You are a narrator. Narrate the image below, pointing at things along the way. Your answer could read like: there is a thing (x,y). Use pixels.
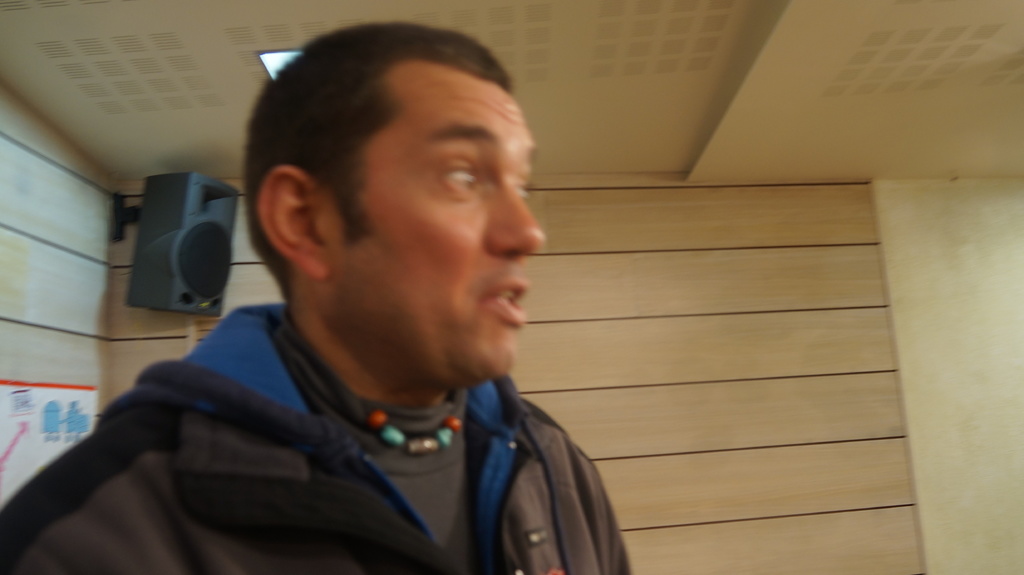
In this image we can see a man (577,452). On the backside (62,420) we can see a board (66,418) with a picture (61,420) and a speaker (182,250) on a wall (112,257). We can also see a roof (198,93) with a ceiling light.
